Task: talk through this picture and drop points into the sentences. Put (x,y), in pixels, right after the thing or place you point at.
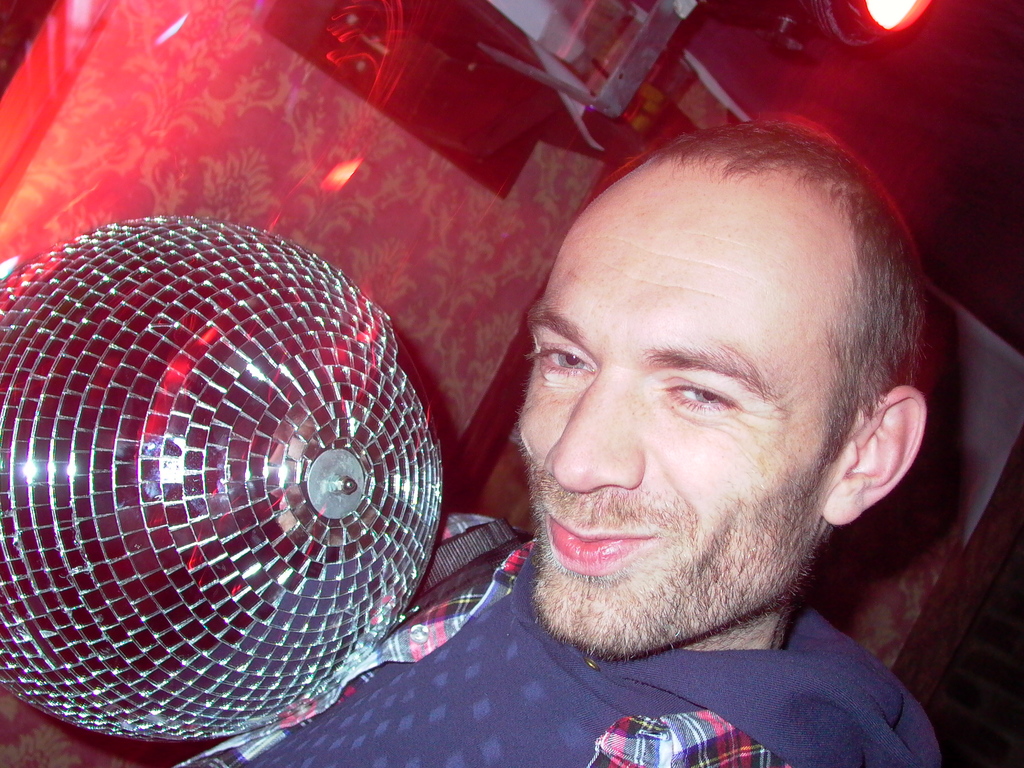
In this picture we can see a person (565,514), he is smiling and in the background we can see a light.
